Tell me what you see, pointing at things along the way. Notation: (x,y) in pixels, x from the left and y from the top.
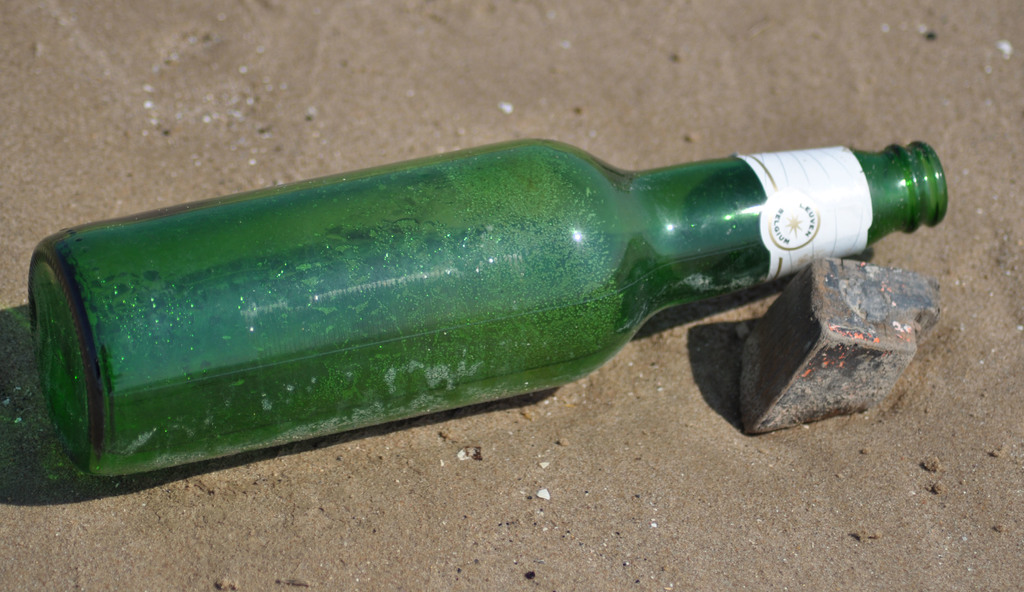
In the image we can see there is a wine bottle (592,263) which is tilted down on the ground (630,444) and it is in green colour beside it there is a stone (809,354).
